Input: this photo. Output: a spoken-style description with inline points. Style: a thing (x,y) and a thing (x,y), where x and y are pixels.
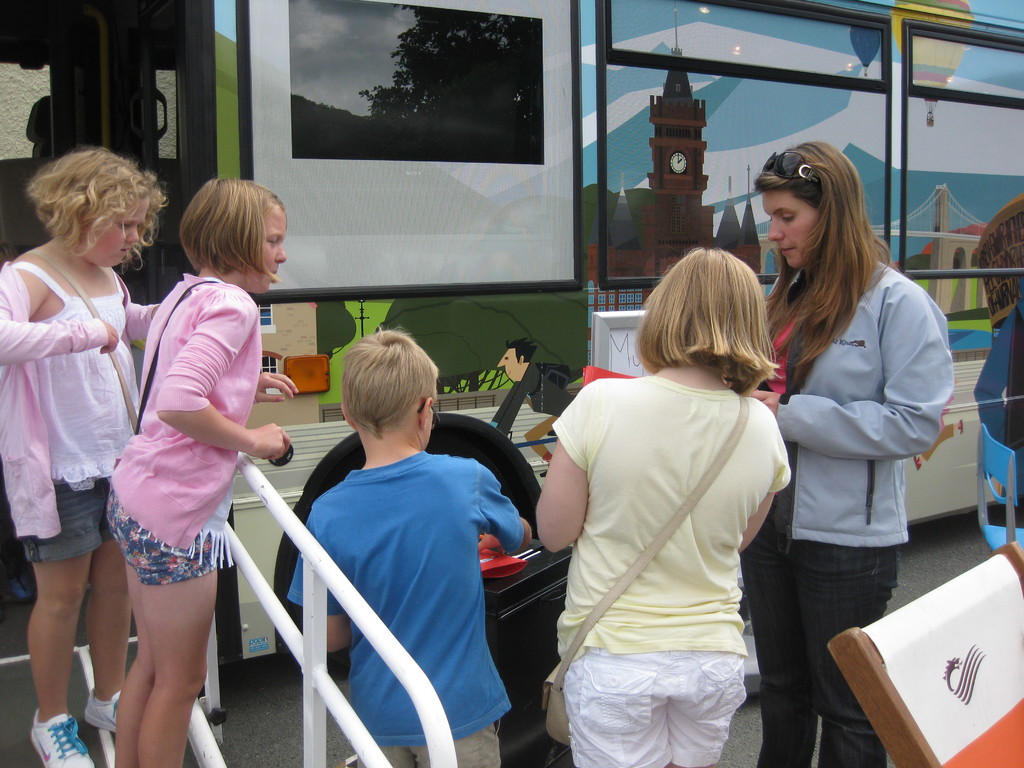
In this image there are people (665,671) standing on a road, on the left side (16,368) there are two girls (118,565) standing on stairs (112,749), in front of them there is a railing (241,469), in the bottom right (857,677) there are chairs (993,559), in the background (699,55) there is a bus (754,14).
